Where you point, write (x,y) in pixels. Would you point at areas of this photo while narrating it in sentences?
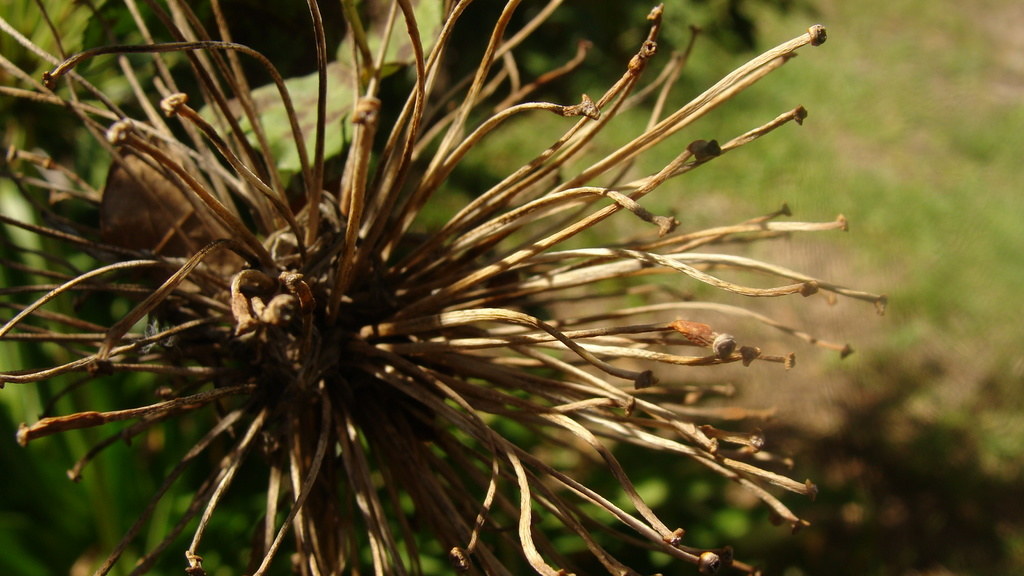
In this image I can see a flower (357,327) which is brown and cream in color to a plant (105,81) which is green in color. In the background (797,249) I can see the ground (779,300) and some grass (756,178).
